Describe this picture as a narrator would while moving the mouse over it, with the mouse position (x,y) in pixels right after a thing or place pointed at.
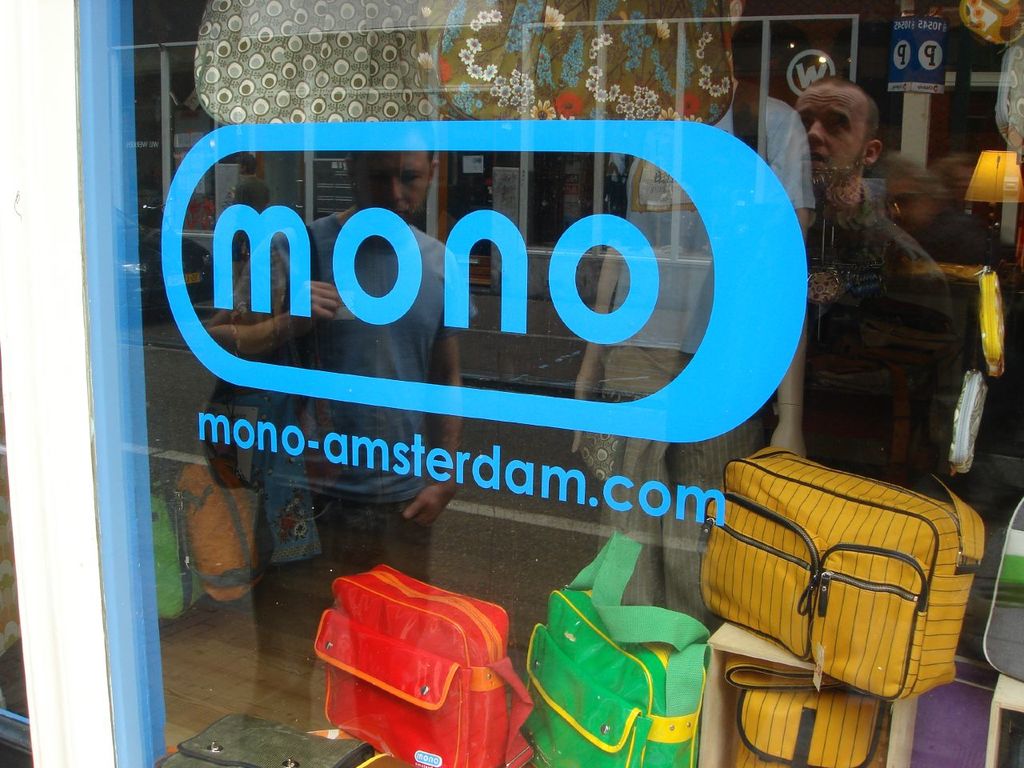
In the foreground of the picture (725,657) there is a glass window (632,456). On the other side of the window (453,531) there are bags (386,596). In the reflection (620,206) of the window (601,264) there are people (401,337) standing.
